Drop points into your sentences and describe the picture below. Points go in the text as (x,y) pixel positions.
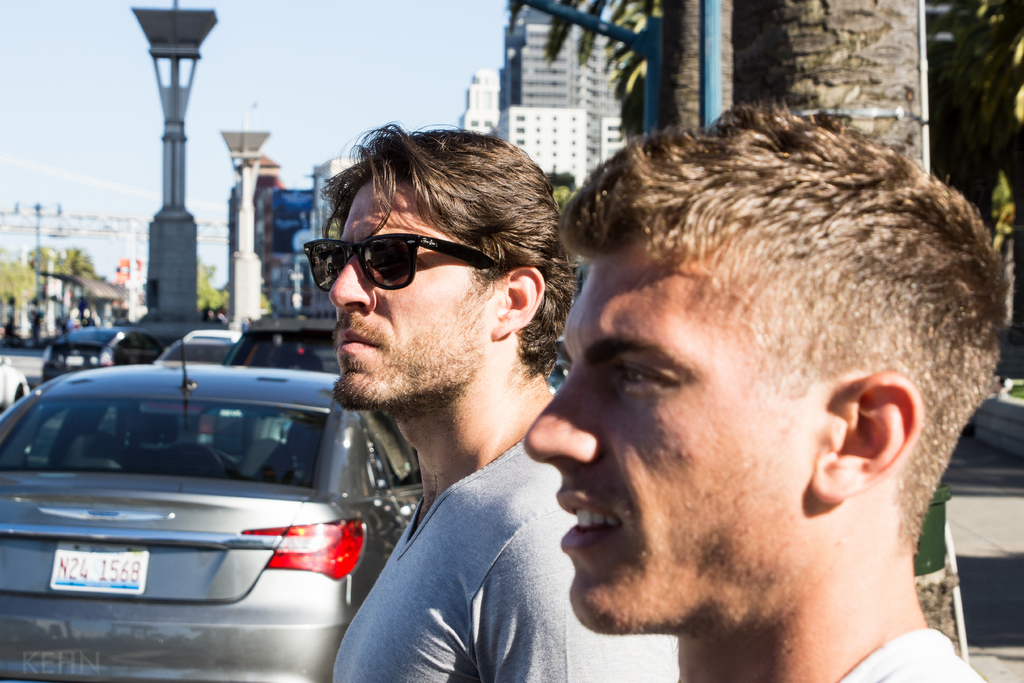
In this picture we can see there are two people (667,568) standing and on the left side of the people (398,402) there are vehicles (12,513) on the road (23,356), towers (163,251) and it looks like a pole (38,290). Behind the people (532,272) there are trees (697,123), buildings (472,110) and the sky (338,50).
